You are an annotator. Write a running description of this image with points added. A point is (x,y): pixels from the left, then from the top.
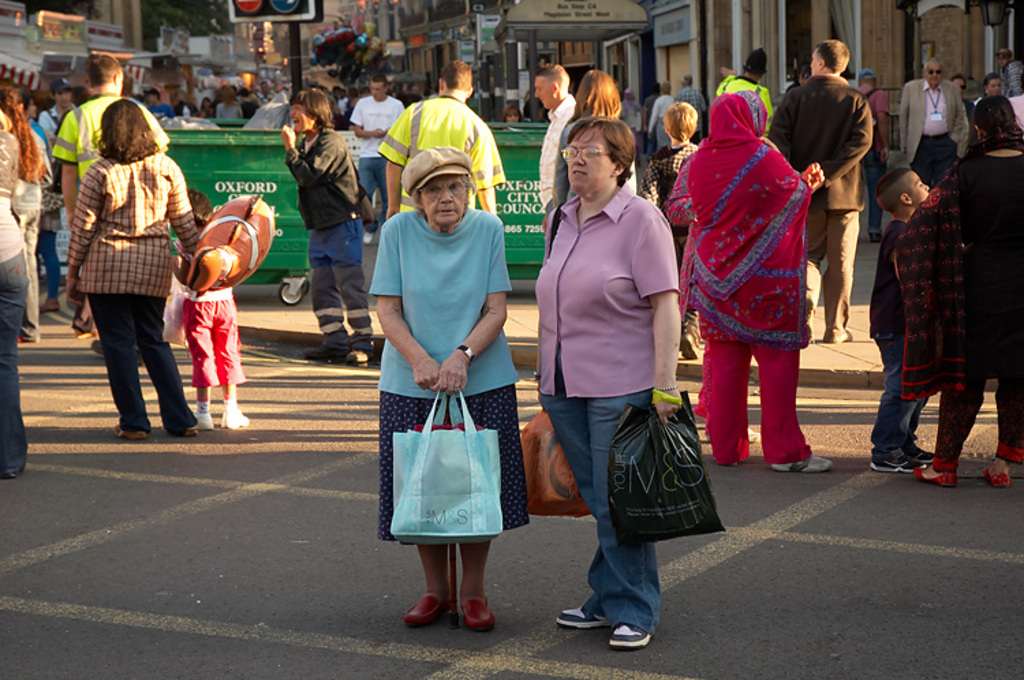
This picture is taken on the road (525,409). In the center (476,407), there are two women (416,369) carrying the bags (461,478). A woman (439,192) towards the left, she is wearing a blue t shirt (458,334) and blue skirt (510,420). Beside her, there is another woman (568,353) wearing pink shirt (631,257) and blue jeans (605,415). Towards the left (145,281), there is a woman (121,319) holding a kid (191,357). In the background (445,84), there are people (765,169), buildings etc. At the bottom (273,534), there is a road (279,523).
